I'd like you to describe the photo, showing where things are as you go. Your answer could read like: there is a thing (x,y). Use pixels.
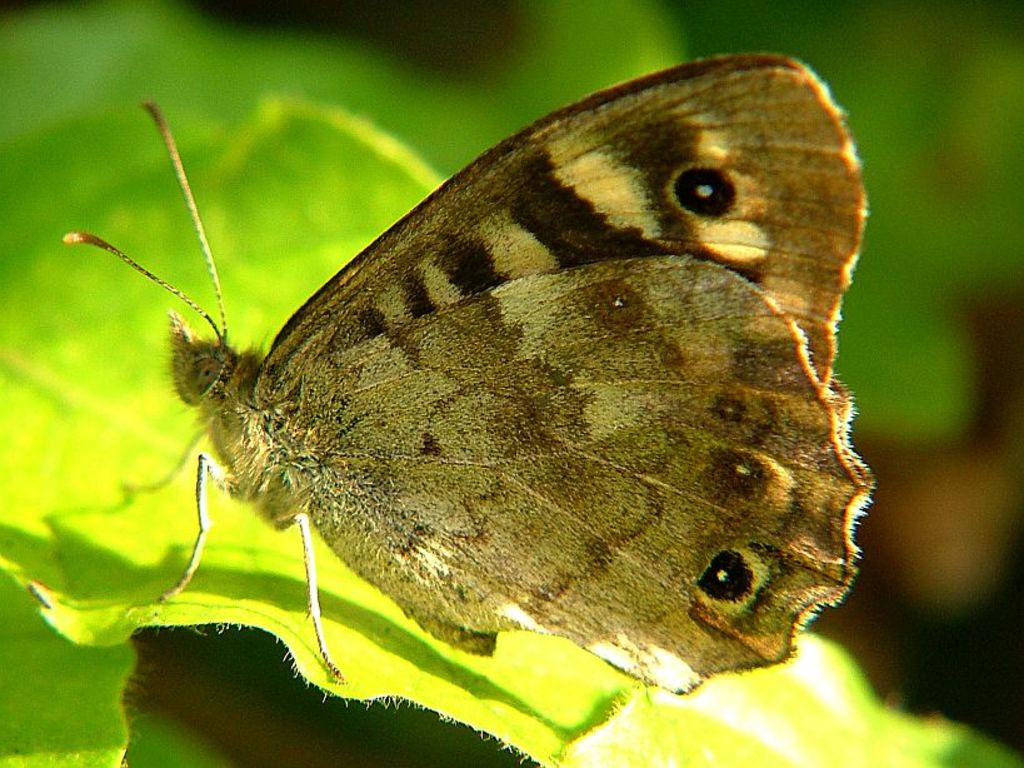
In this image we can see a butterfly (517,569) on a leaf (383,679). In the bottom left (64,695) we can see another leaf (108,693). The background of the image (120,1) is blurred.
